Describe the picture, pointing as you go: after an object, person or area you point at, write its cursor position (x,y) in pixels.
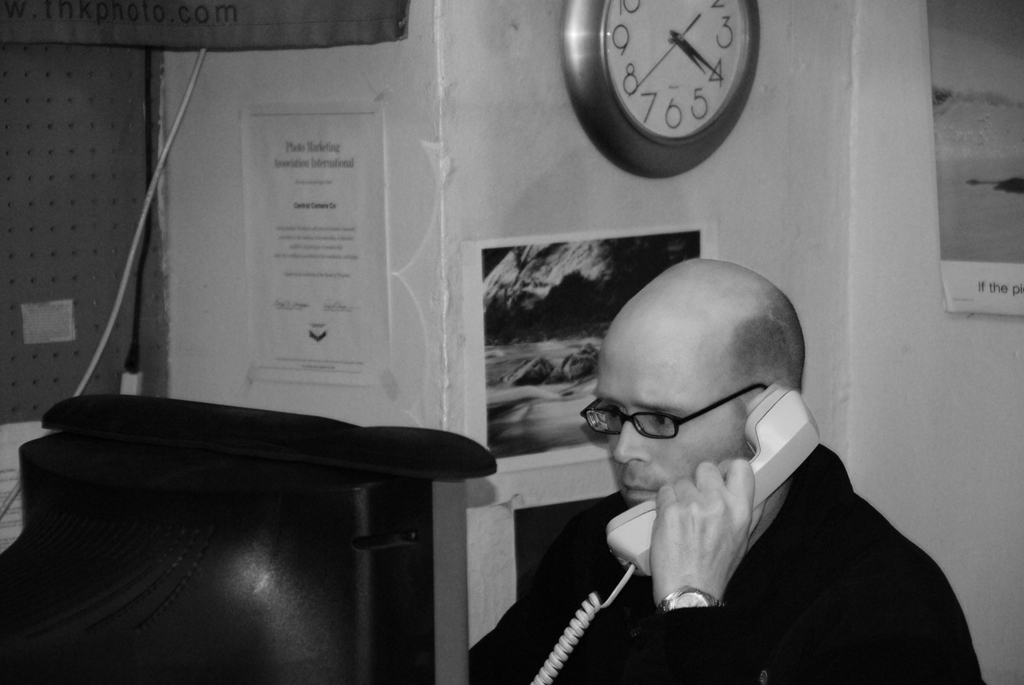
In this image we can see a person (756,587) wearing black color dress (801,591) answering a phone call there is monitor screen (90,533) in front of him and in the background of the image (303,116) there is a wall (397,159) to which some posters (378,234), wall clock (629,103) are attached to it.
